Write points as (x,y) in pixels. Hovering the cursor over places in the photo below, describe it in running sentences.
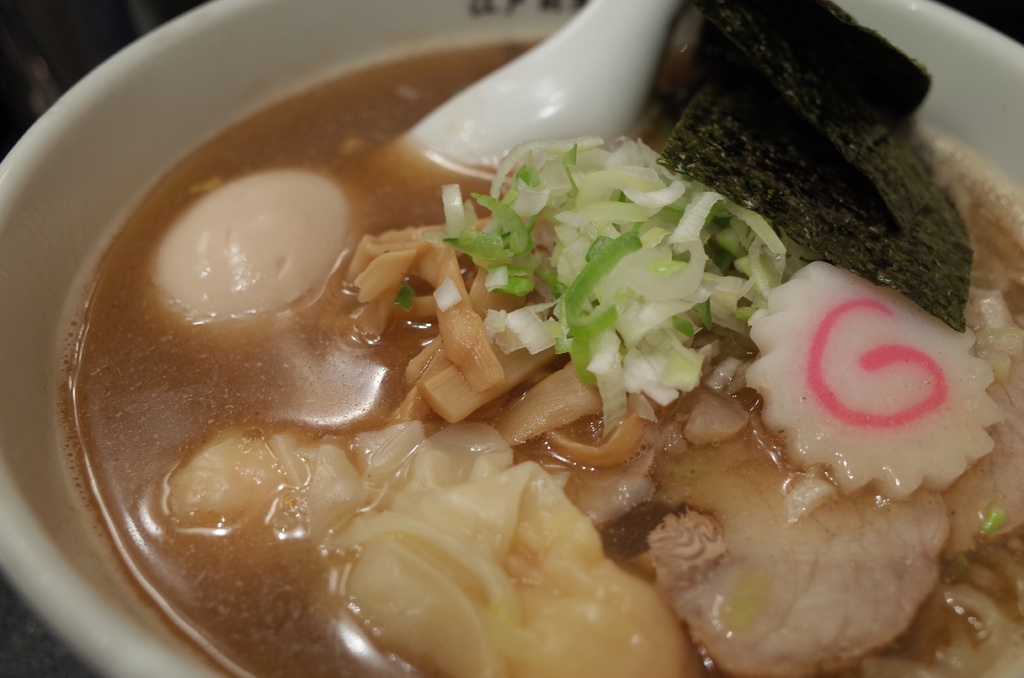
Here we can see a bowl (173,76), spoon (538,83), and food (634,420).
